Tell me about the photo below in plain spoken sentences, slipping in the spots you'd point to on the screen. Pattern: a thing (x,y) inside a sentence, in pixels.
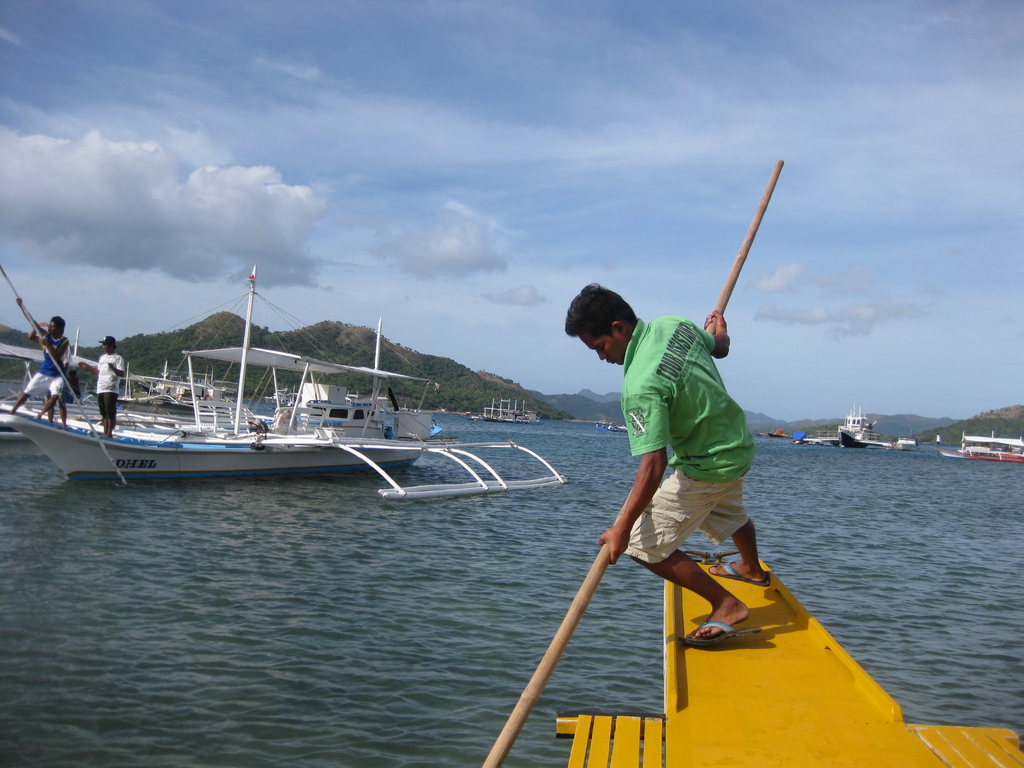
On the right side (687,438) a man (622,519) is standing on a boat (999,767) by holding a stick (597,576) in his hands (622,532) on the water (624,435). On the left side (45,379) we can see few persons (49,391) are standing on the boat (205,464) on the water (139,515) and a man (62,399) among them is holding a stick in his hands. In the background (146,398) there are boats (157,407) on the water (768,444), trees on the mountains (88,350) and clouds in the sky (131,66).
